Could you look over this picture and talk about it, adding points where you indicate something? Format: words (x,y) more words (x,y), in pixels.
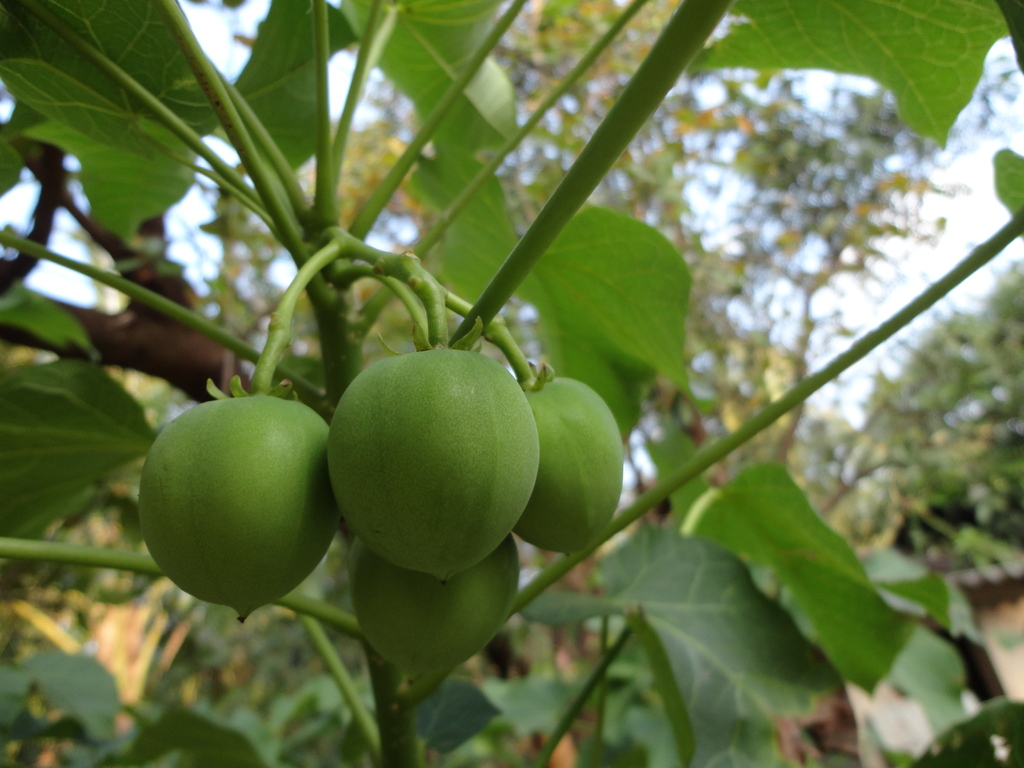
In this image there are fruits (376,575) to a plant (301,262), in the background (731,77) there are trees (889,187).
